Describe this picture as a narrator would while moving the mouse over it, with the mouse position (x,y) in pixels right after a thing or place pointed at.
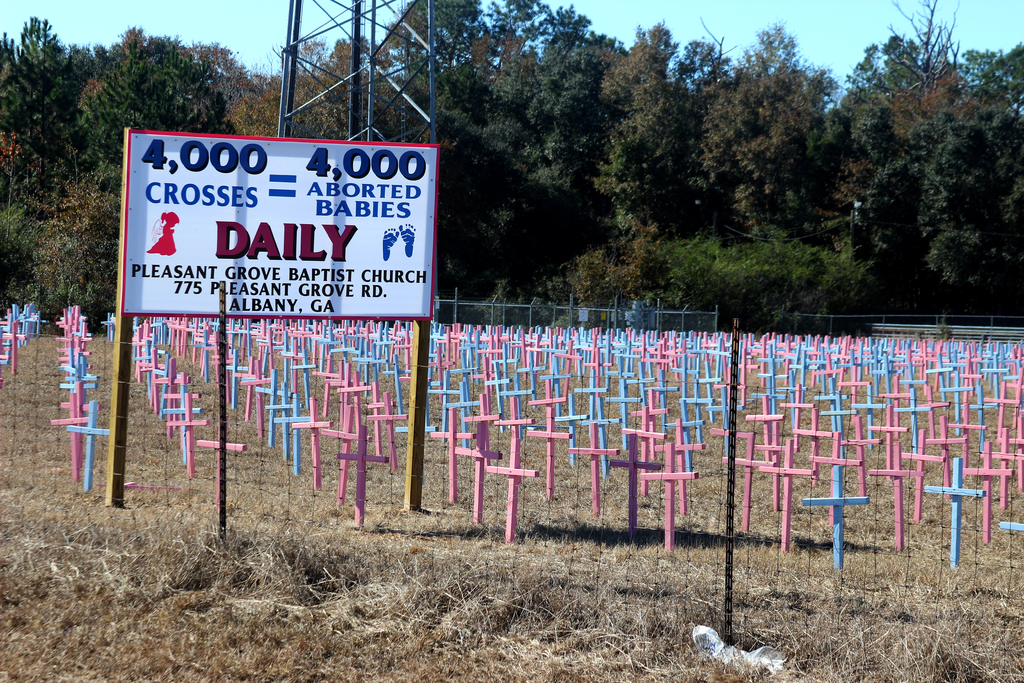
In this image we can see rods (118,493), board (188,260), crosses (515,418), ground (923,580), and fence (809,437). In the background (629,104) there are trees (817,172), tower (428,22), and sky (860,55).
